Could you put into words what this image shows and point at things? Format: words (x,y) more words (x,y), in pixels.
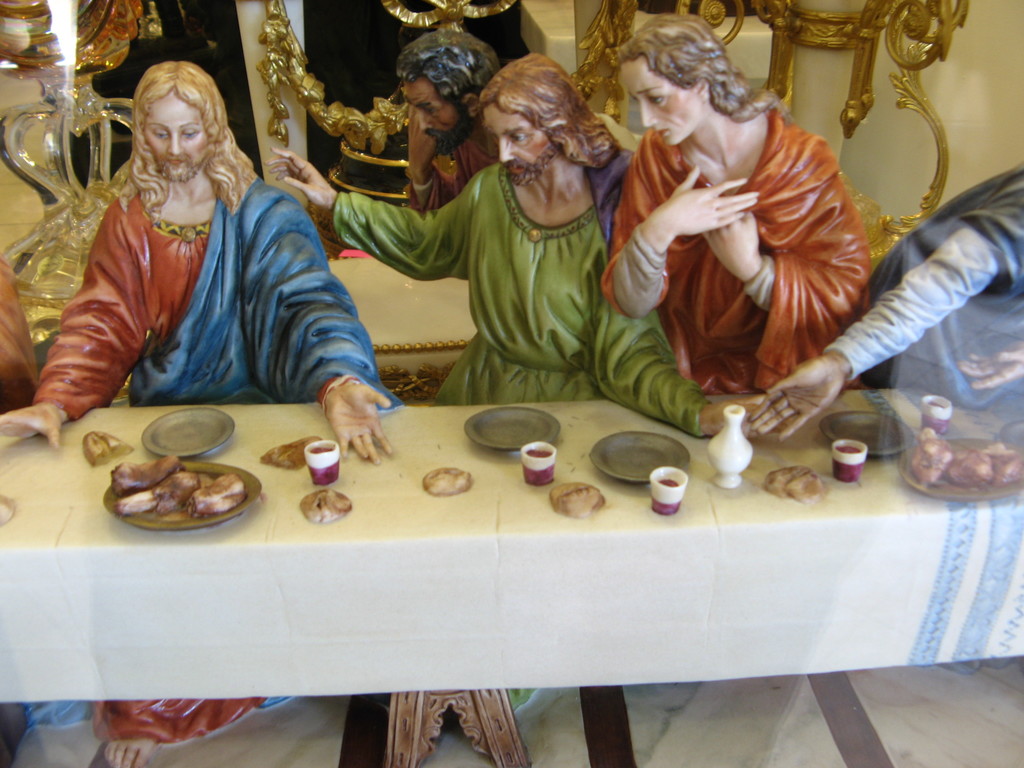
In this image we can see few statues (644,192) of persons (612,206). Behind the statues (540,147) we can see few objects (770,75). In the foreground (267,548) we can see a group of objects (208,525) on a table (455,540).
